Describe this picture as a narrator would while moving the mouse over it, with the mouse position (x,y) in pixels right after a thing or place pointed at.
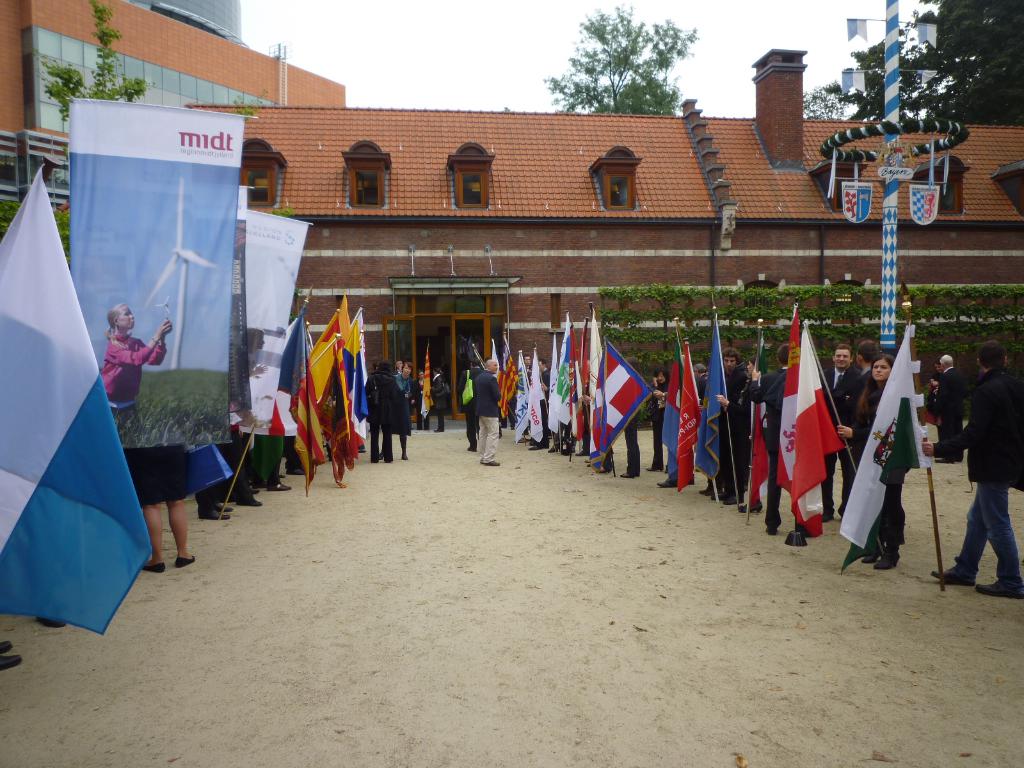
At the bottom of the image (478,569) there is a ground (324,529). There are few people (1018,463) standing and they are holding the flags (696,411) in their hands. And also there are few posters (181,279). Behind them there is a building (912,141) with walls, glass doors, roofs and windows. In the background (950,294) there are plants (837,292), trees (874,48) and also there are buildings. At the top of the image (508,101) there is a sky (540,109).
